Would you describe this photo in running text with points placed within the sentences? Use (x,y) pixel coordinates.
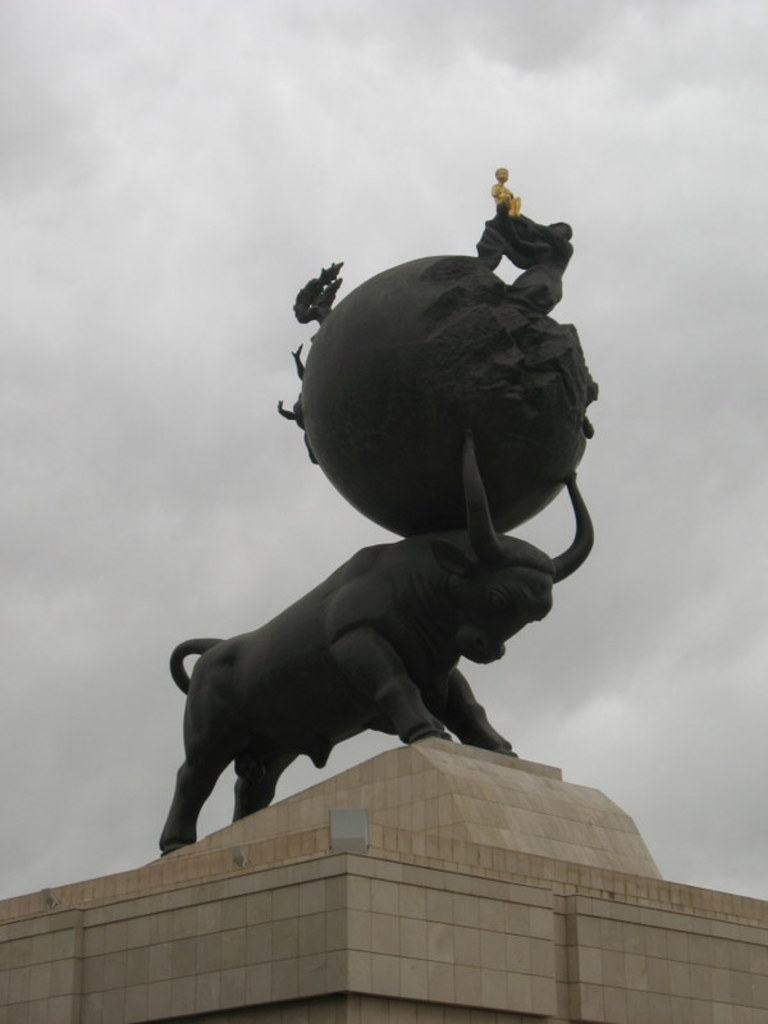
In the center of the image (415,538) there is a statue (300,679). In the background (104,383) we can see sky (557,133) and clouds (140,215).
